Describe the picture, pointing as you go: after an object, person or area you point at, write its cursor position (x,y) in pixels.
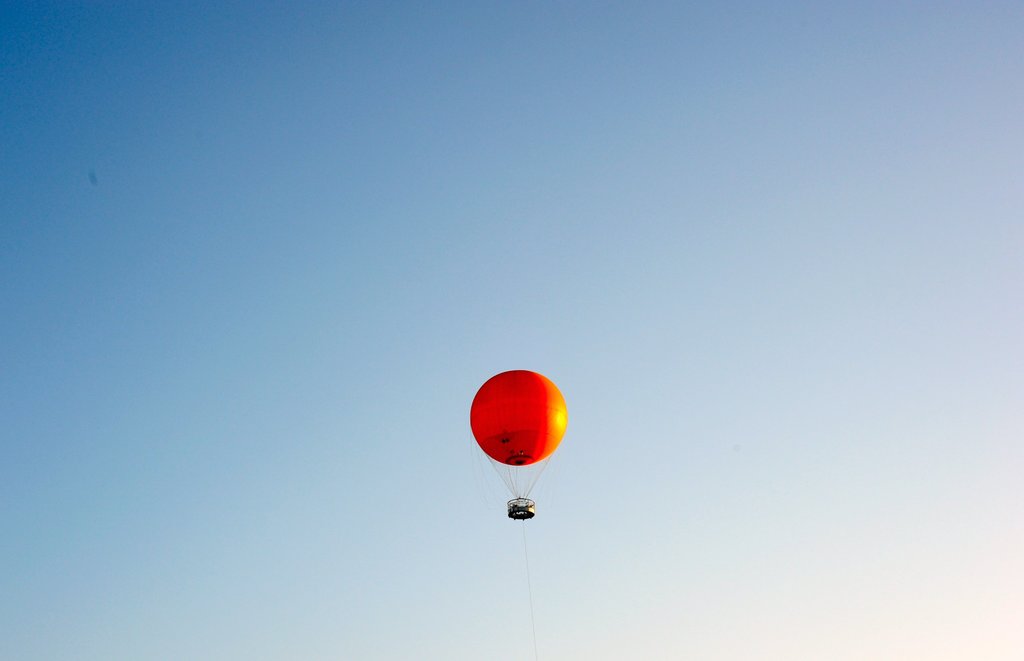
In this image there is a balloon (497,425), in the background (490,457) there is the sky (304,251).
